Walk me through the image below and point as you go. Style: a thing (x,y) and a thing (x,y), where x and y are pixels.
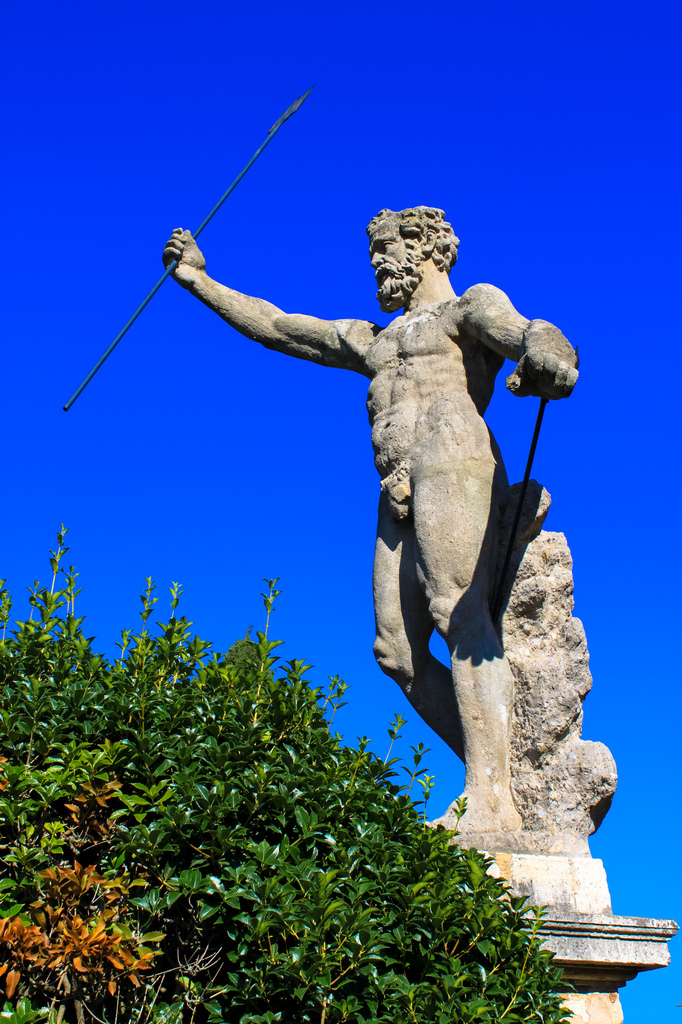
In this picture there is a statue of a person (439,429) and there is a plant (191,815). At the top (476,132) there is sky (479,146).
